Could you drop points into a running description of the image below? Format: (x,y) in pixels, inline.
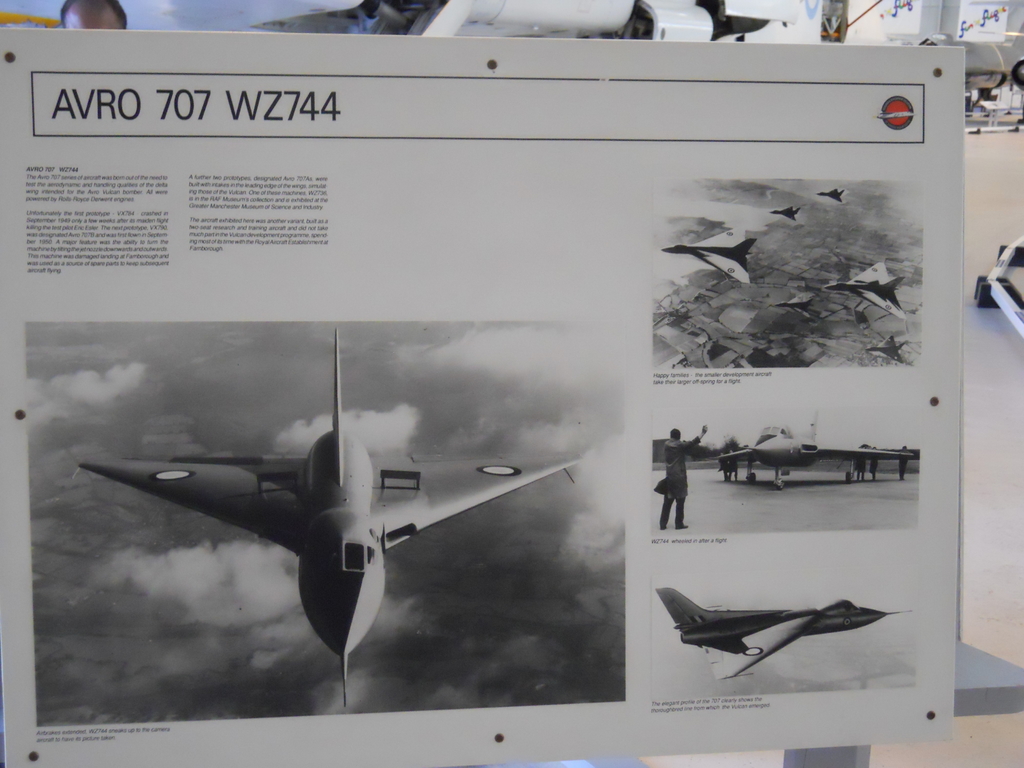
In this picture I can see a board (408,455) with some pictures (691,601) of fighter jets (763,458) and text (53,267) and I can see a human head (106,15) and looks like couple of planes (544,34) on the back (579,29) and I can see a table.
